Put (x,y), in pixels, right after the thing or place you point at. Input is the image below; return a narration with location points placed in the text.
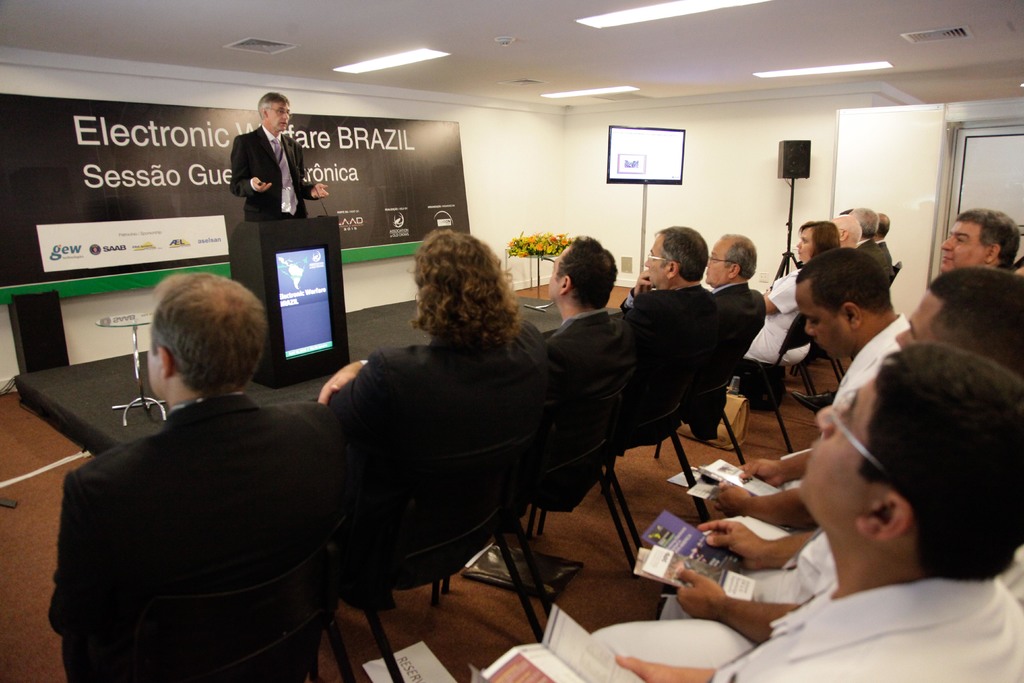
In this image we can see a man (283,139) standing, before him there is a podium (301,227). On the left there is a table (140,410). At the bottom (233,545) there are people (358,395) sitting and holding papers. In the background (460,230) there is a board (436,206), screen (641,181) and a speaker (791,174). At the top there are lights (590,91). On the right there is a door (1021,172).
